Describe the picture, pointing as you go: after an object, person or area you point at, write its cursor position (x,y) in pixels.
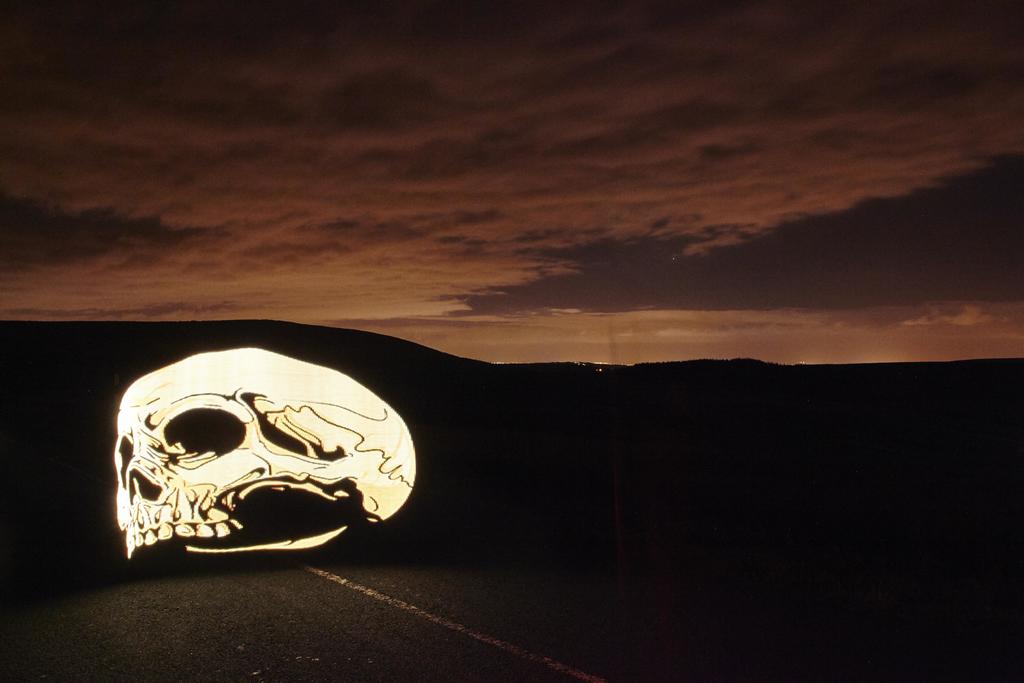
In this image, we can see a skull (251,415) on the road (356,584) and in the background (696,420), there are hills (611,366). At the top (430,151), there is sky (526,148).
